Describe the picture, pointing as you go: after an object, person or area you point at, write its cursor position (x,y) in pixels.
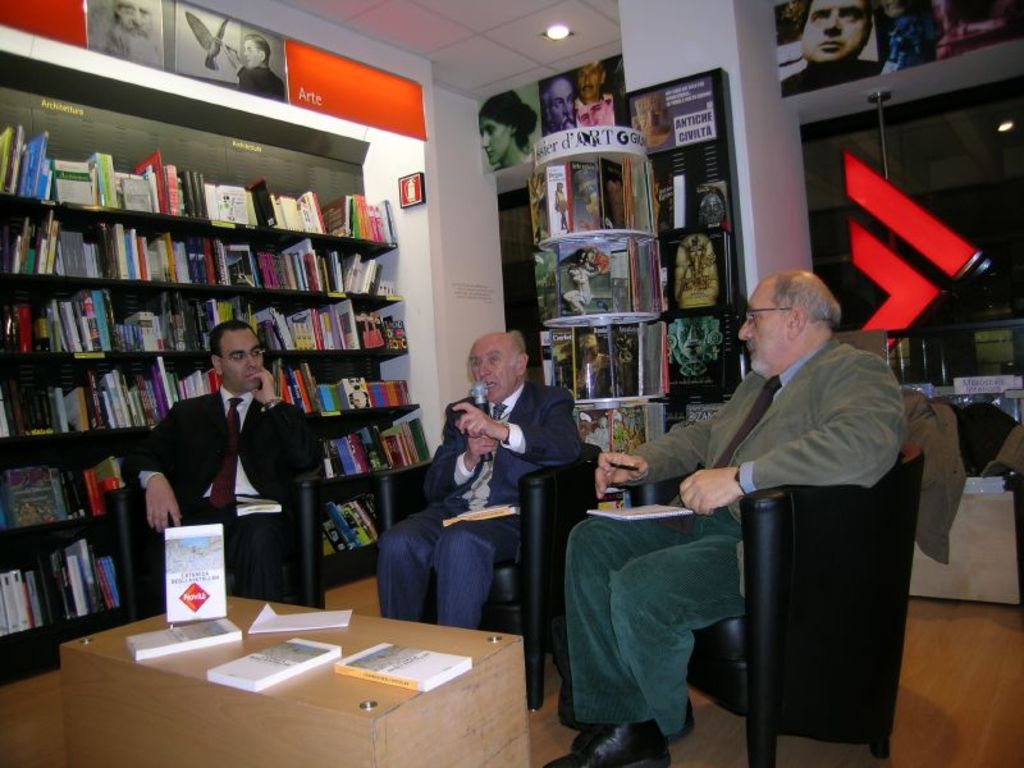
The three people (390,590) sitting on a chair (536,572). There is a table (204,727). There is a book (277,679) on a table (428,707). We can see the background (157,219) there is a cupboard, poster (485,111). In the center (507,344) we have a person (507,388). He's holding a mic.
